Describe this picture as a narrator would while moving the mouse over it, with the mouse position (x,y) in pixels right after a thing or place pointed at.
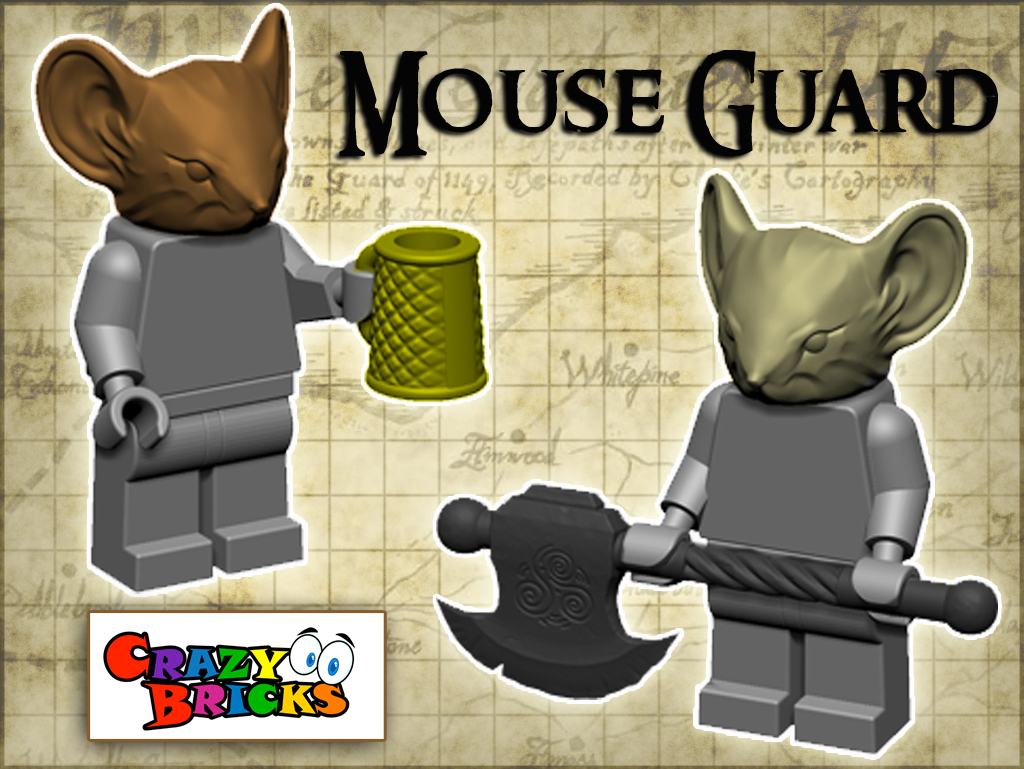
In the picture we can see animated images of mouse (266,204) holding cup (413,355) and weapon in their hands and there are some words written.
